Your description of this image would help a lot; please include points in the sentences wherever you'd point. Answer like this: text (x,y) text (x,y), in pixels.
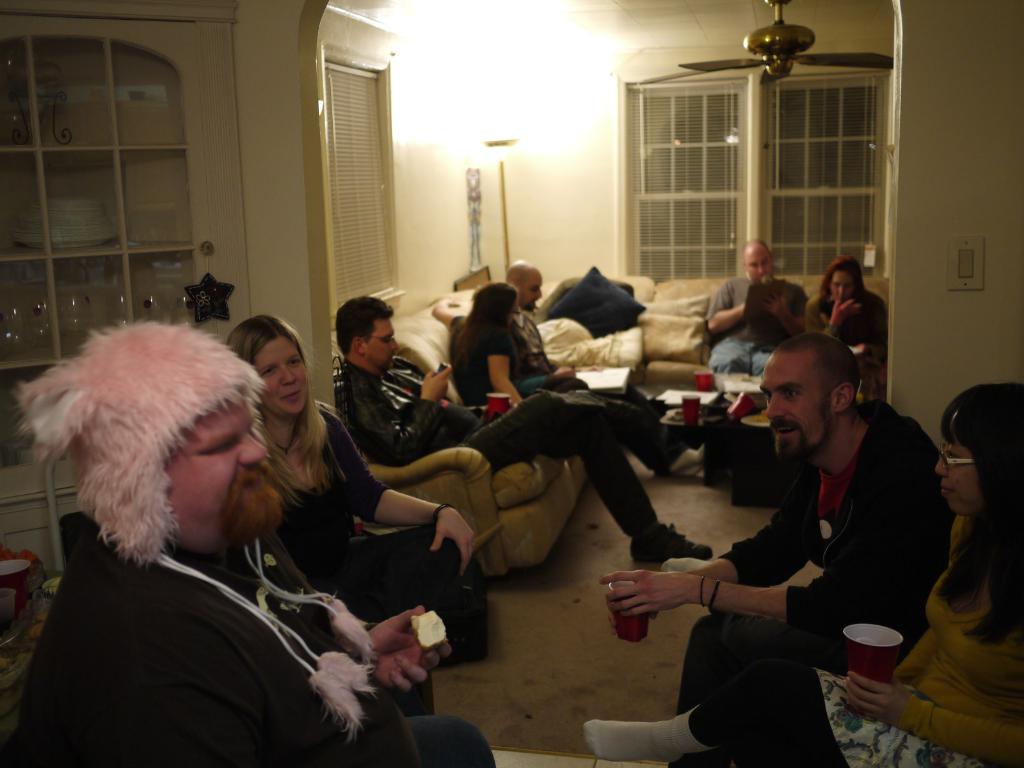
On bottom left (139,640) there is a man (103,706) who is wearing pink color cap (149,422), jacket (111,706) and trouser (420,724). He is holding an apple (442,629). On the bottom right (963,761) there is a woman (971,661) who is holding a glass (864,664). beside her we can see a man (851,449) who is wearing black dress (856,568) and sitting near the doorway (538,500). Here we can see group of persons (453,404) sitting on this l shaped couch (538,463). On the table (725,427) we can see the glass (703,380), papers (734,388) and books (727,382). On the top right (768,83) there is a fan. In the background (486,105) we can see light (516,104) near to window (728,157). Here we can see window blind (376,182). On the left (241,189) there is a wooden rack (139,240).
